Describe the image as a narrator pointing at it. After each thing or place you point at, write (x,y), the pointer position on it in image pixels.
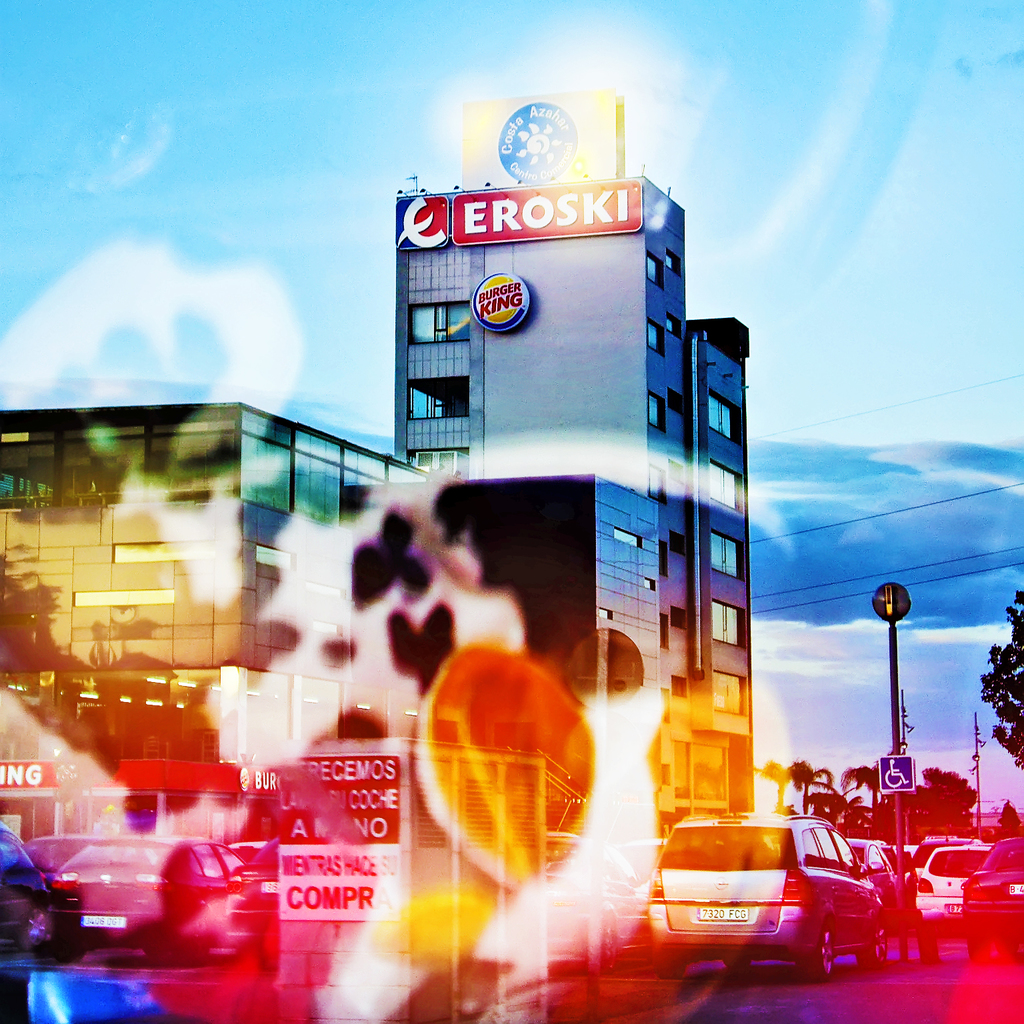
This is an edited image. In this image I can see few vehicles (757,937) on the road (846,966). In the background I can see the buildings (707,750), poles (901,803), clouds (844,650) and the sky (140,78).
